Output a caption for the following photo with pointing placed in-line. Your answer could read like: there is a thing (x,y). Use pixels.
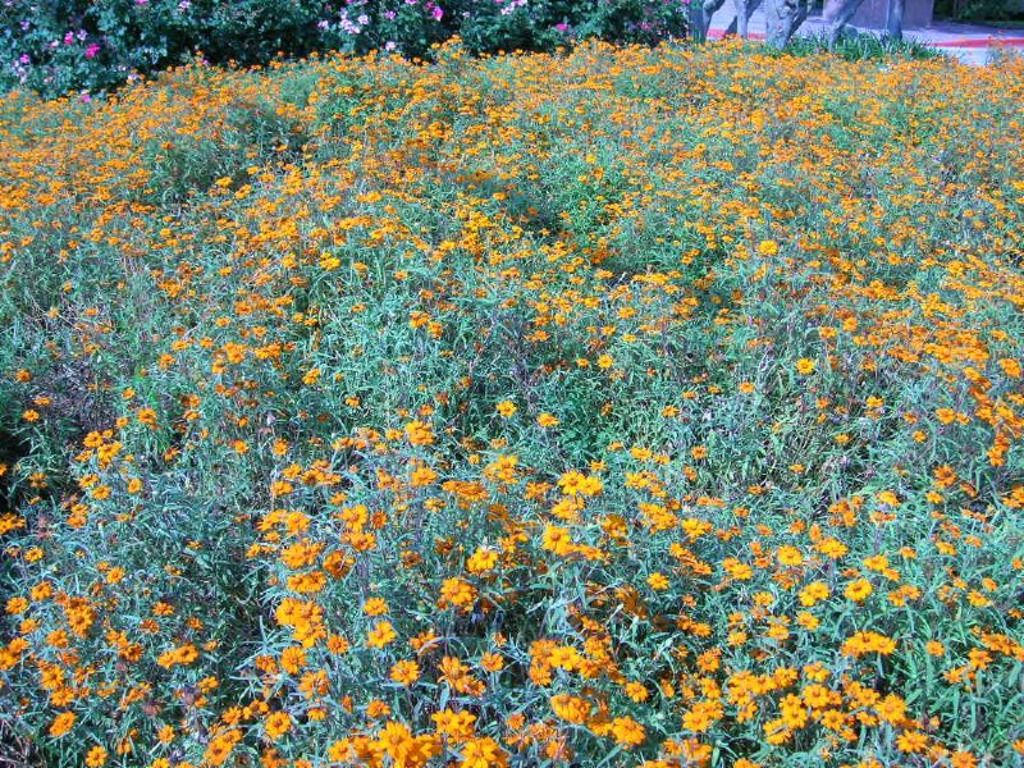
In this image at the bottom (786,625) there are some plants (471,528) and flowers (887,492), and in the background (387,11) also there are some plants (27,39) and flowers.
